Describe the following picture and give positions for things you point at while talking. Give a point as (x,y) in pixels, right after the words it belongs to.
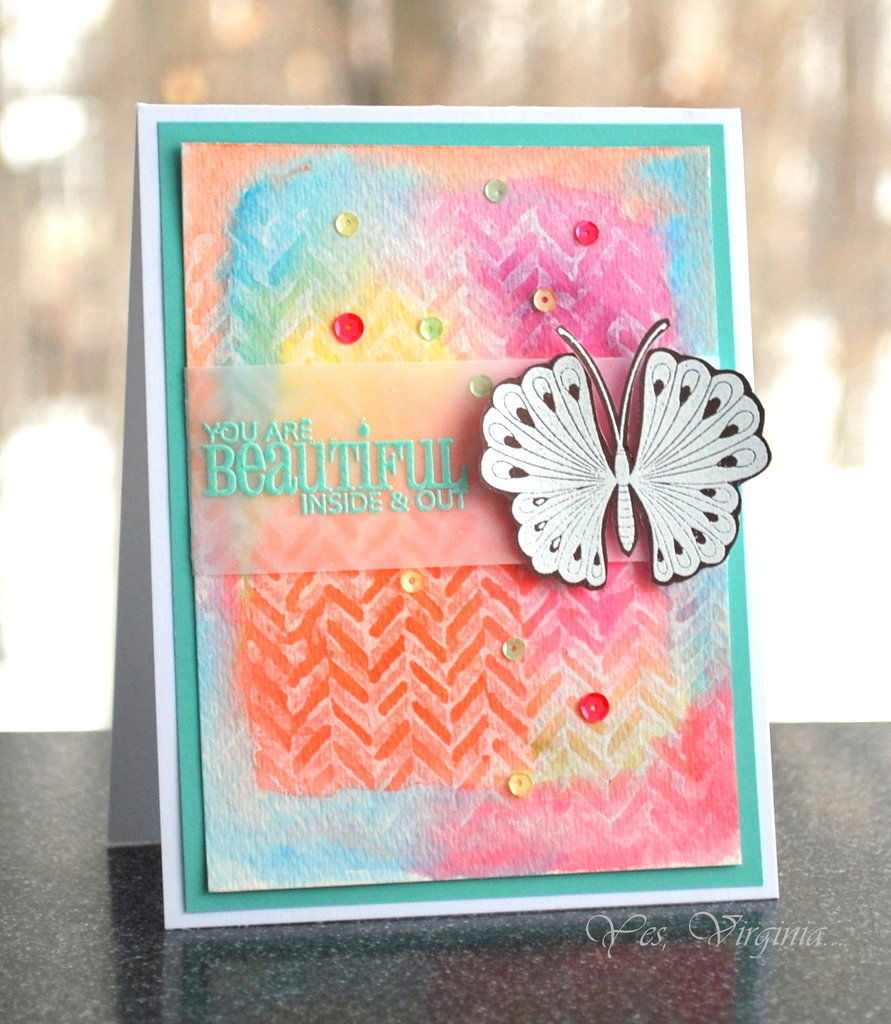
Here we can see a greeting card (319,815) on a platform (104,888) and we can see a butterfly sticker (682,461) and some text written on it. In the background (129,125) the image is blur.
